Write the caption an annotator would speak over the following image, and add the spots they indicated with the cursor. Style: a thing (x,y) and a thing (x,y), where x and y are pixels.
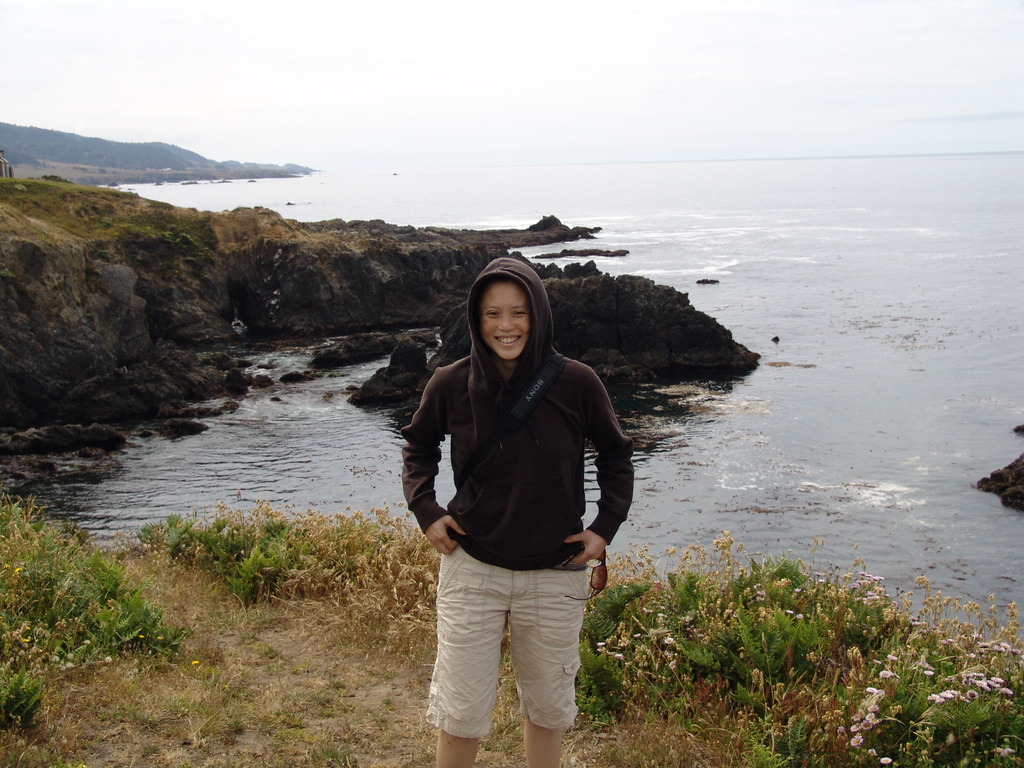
In this picture I can observe a person (525,379) standing on the ground (392,651). The person (485,439) is wearing brown color hoodie (506,448). I can observe some plants (424,591) on the ground (400,712). In the background (645,213) there is an ocean (731,228) and sky (527,106).
